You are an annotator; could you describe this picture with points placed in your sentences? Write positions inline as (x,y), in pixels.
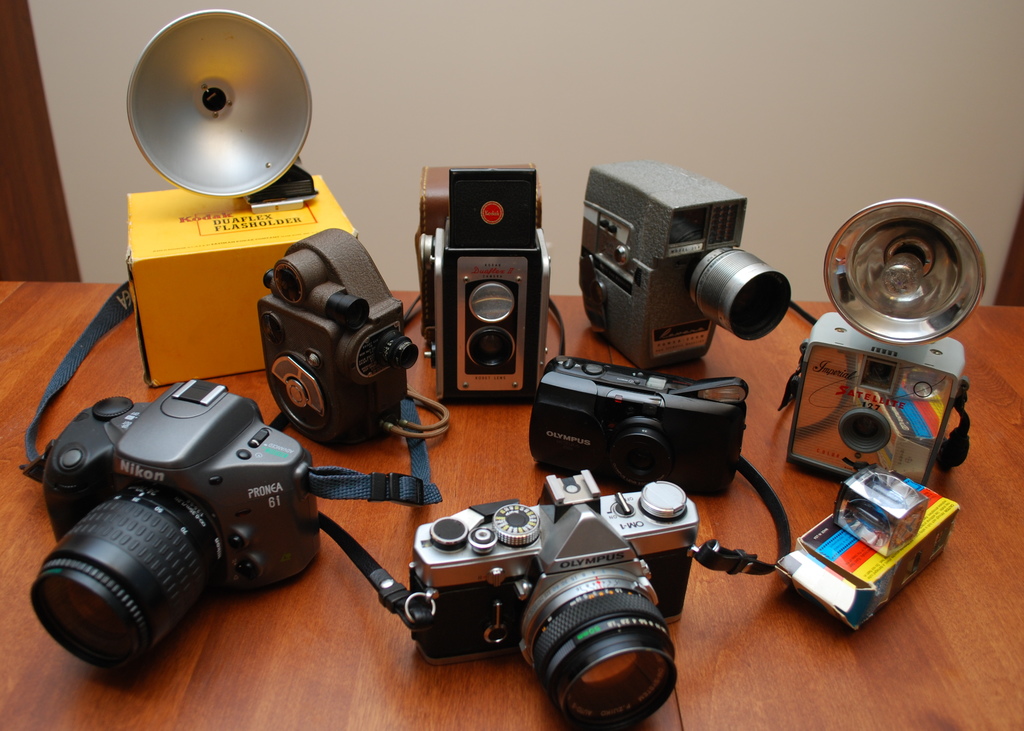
On the table (943,695) we can see different types of cameras (283,544), lens (629,576) and other objects (859,591). At the top (802,84) there is a wall (671,20).
